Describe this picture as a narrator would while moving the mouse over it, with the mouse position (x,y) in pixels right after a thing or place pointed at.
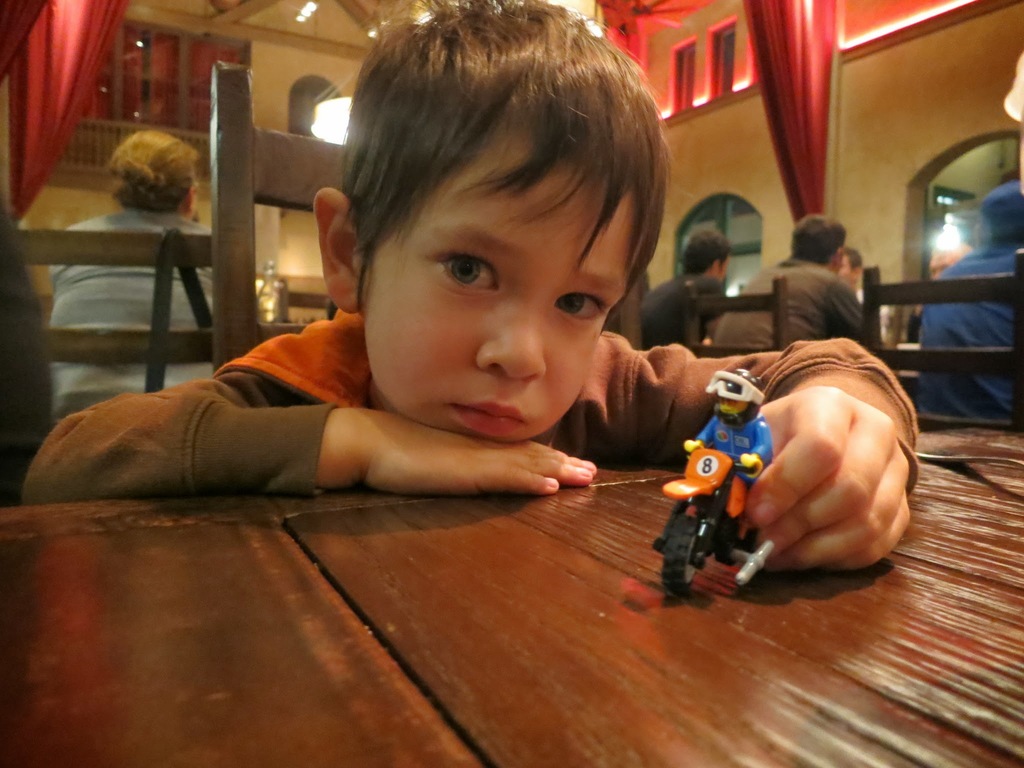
A boy (617,298) is placing his hands (844,448) on the table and holding a toy (736,428) in his left hand (859,457), He wore a brown color sweater (614,425).
